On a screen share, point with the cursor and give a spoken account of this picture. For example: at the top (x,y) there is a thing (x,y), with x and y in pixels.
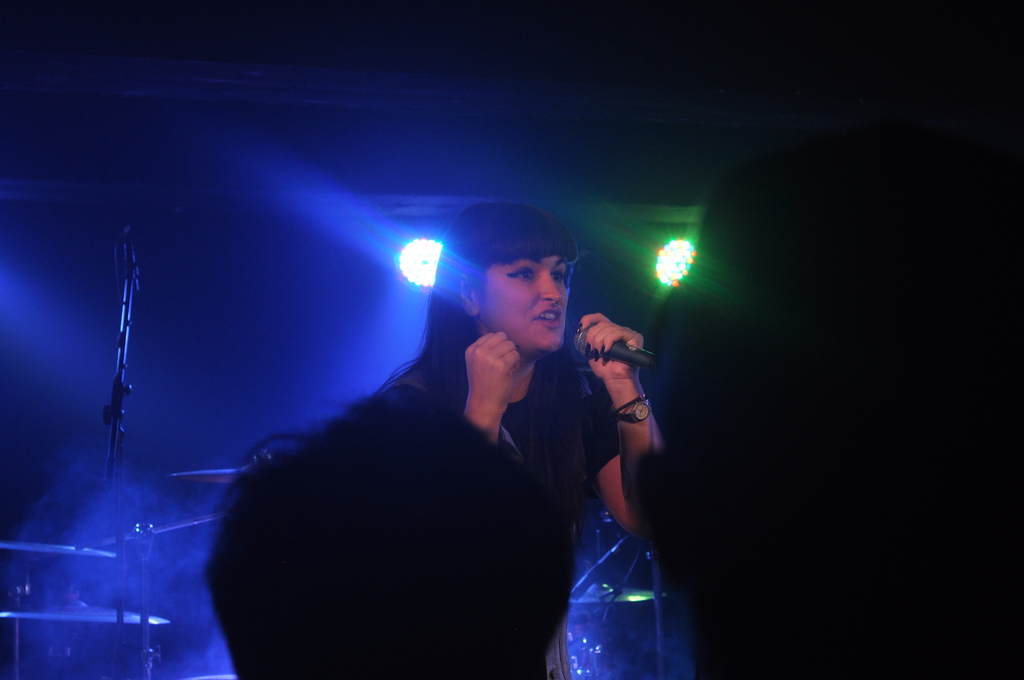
In this image, we can see a person (466,378) standing and holding a microphone (645,355), we can see the heads (741,514) of two persons (420,532). In the background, we can see the lights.
